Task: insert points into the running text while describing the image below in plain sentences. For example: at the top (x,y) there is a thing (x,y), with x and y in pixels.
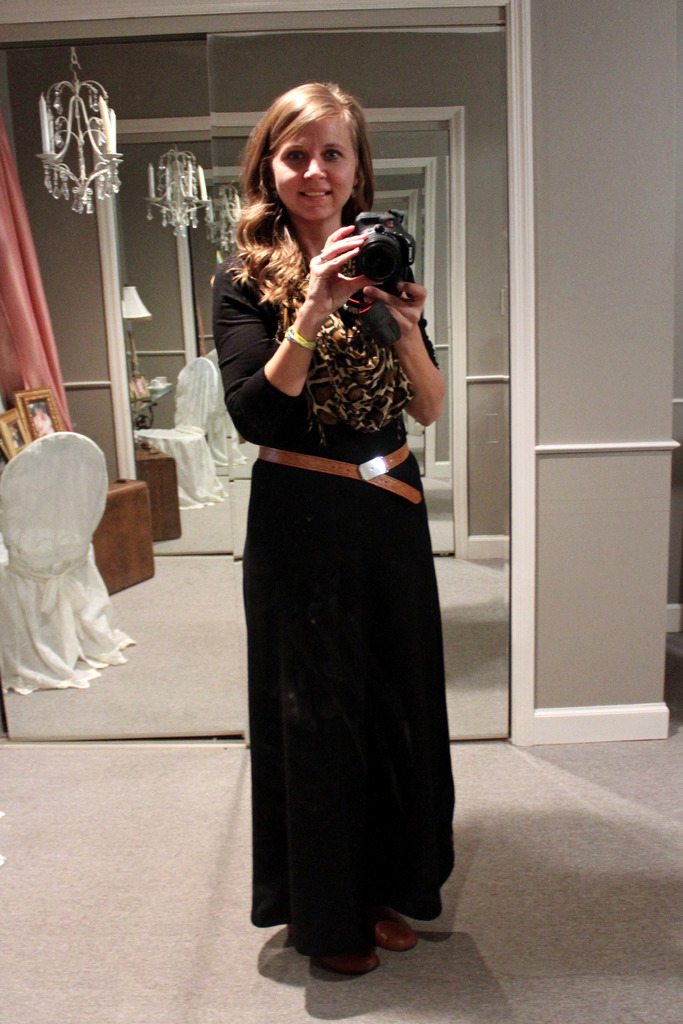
There is a woman (398,405) who is holding a camera (403,264) with her hands (319,289). she is smiling. This is mirror (121,412) and there are chairs (38,628). Here we can see a lamp (126,294) and this is floor (140,906).
